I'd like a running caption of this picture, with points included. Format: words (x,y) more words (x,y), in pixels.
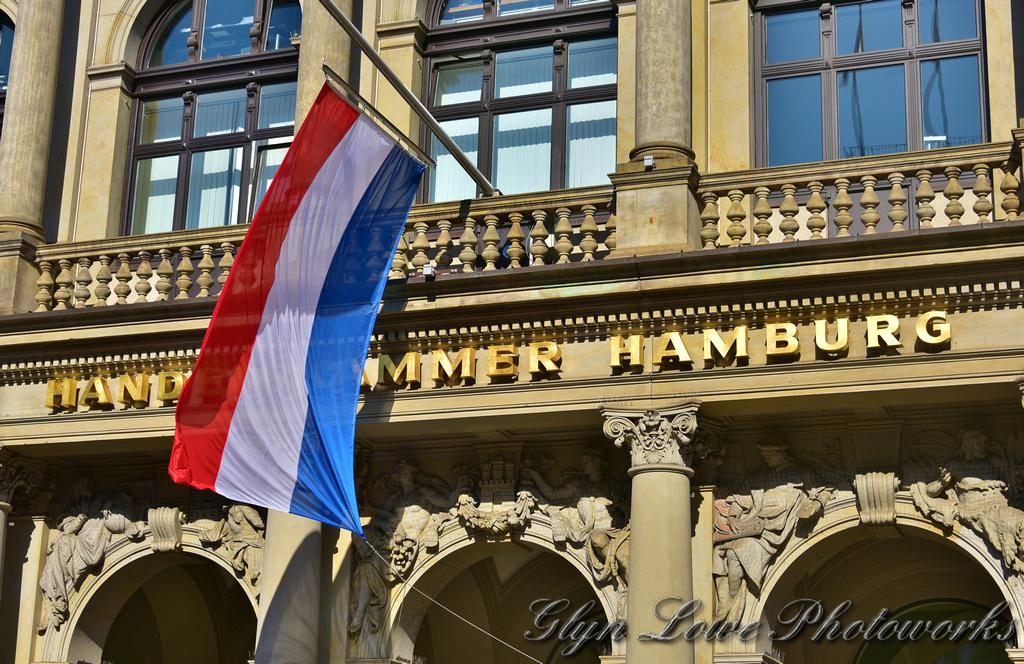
In the image we can see there is a building (606,377) and there are windows (880,36) on the building (643,453). There is a flag (350,276) kept on the building (476,135) and its written ¨HAMBURG¨ on the building (739,418).
